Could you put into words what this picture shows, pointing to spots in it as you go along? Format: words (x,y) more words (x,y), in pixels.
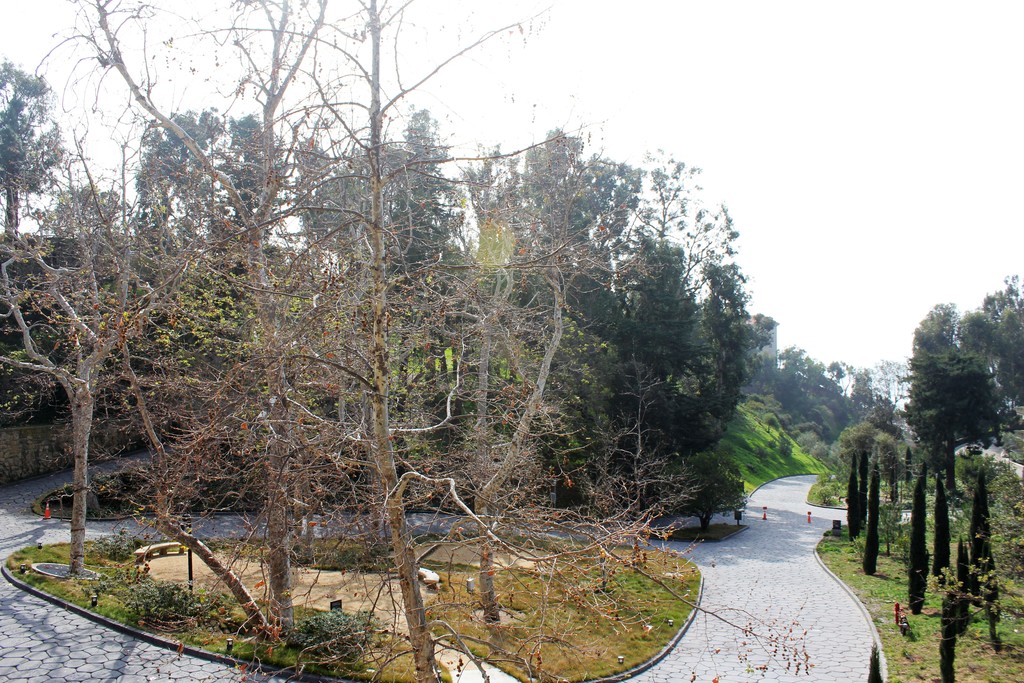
In this image, we can see trees (578,328) and there are traffic cones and boards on the road (753,619). At the top (686,225), there is sky (718,139).
